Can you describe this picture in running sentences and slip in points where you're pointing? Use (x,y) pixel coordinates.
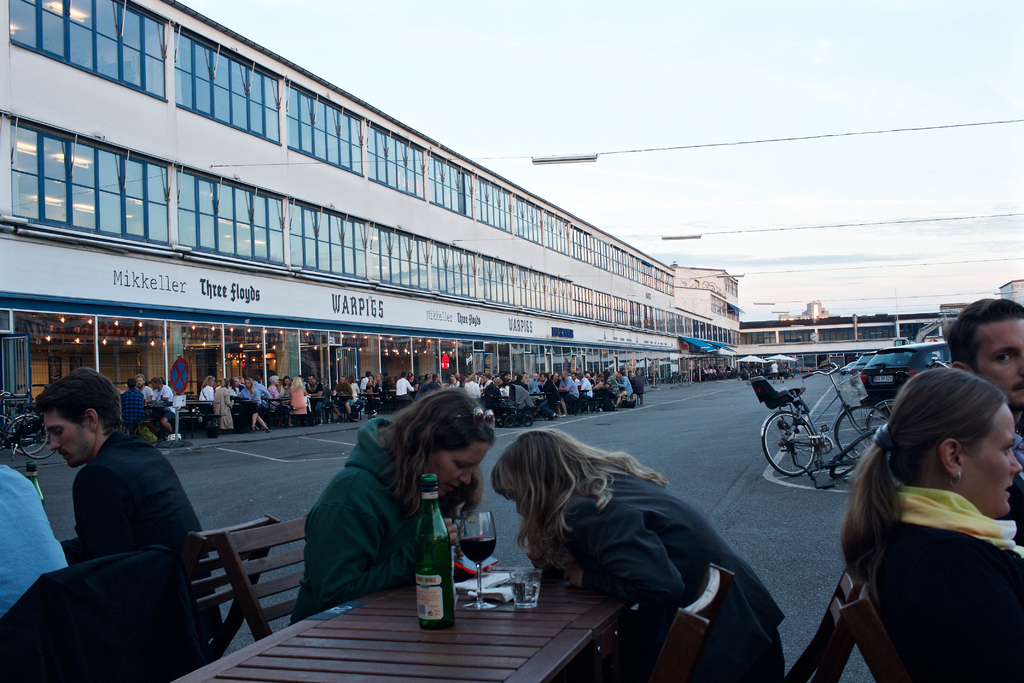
This image is clicked on the road (704,473). There are people (383,551) sitting on the chairs (700,595) at the tables (553,601). In the background (681,284) there are buildings (759,341). There are table umbrellas (744,359) in front of the buildings (645,332). There is text (127,283) on the buildings (504,307). At the top (728,88) there is the sky (695,102). In the foreground (459,656) there is a table (497,659). There are glasses (515,582) and a bottle (451,572) on the table (525,646).
